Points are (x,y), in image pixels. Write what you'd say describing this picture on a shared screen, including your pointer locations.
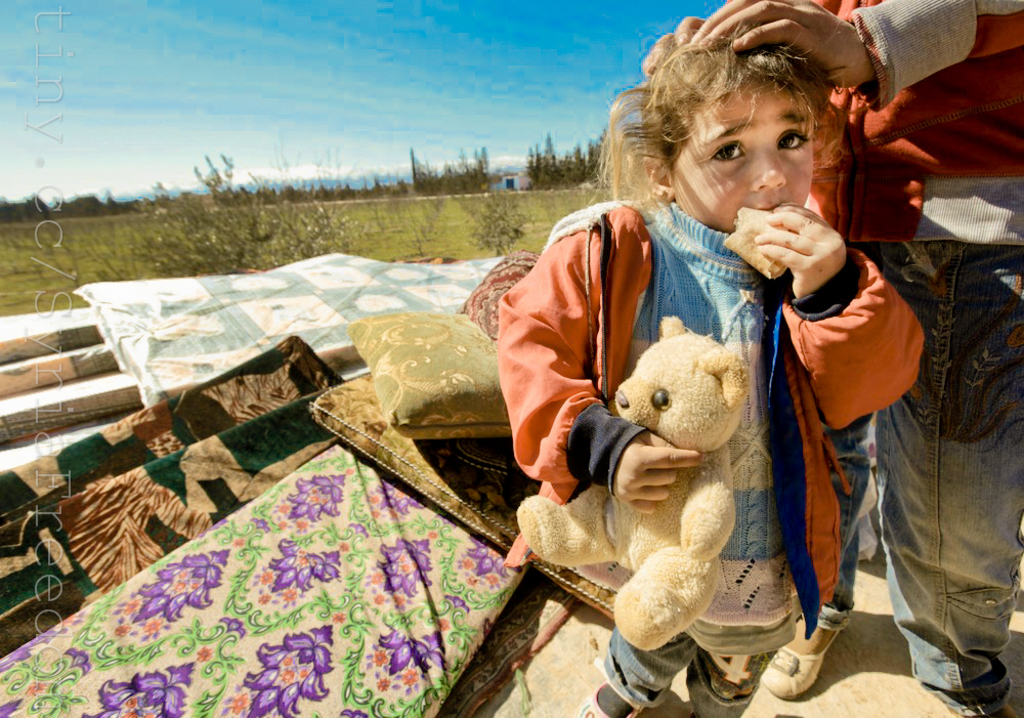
In the image we can see a girl (773,245), wearing clothes (692,308) and holding a teddy (688,429) in one hand (668,452) and on the other hand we can see the food item (749,216). Here we can see a truncated image of the person (945,86). Here we can see cots (413,499), pillows (374,451) and grass (466,234). Here we can see plants (267,193), trees (537,157) and the sky (376,92).
